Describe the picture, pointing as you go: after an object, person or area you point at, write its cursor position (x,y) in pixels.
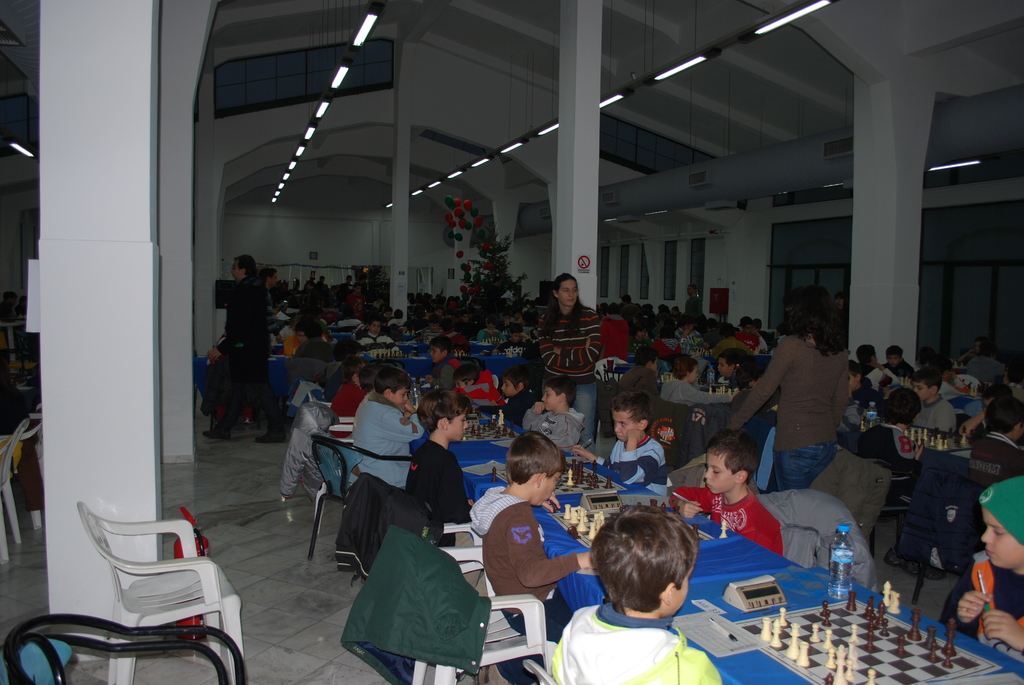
In this image, there are group of people (1010,525) sitting on the chair (335,500), in front of table (690,588) and playing chess board (903,630) in the hall (370,190). A roof top (752,66) is white in color on which lights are mounted. A pillars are visible of grey in color. It seems as if the image is taken inside a hall (710,271).
